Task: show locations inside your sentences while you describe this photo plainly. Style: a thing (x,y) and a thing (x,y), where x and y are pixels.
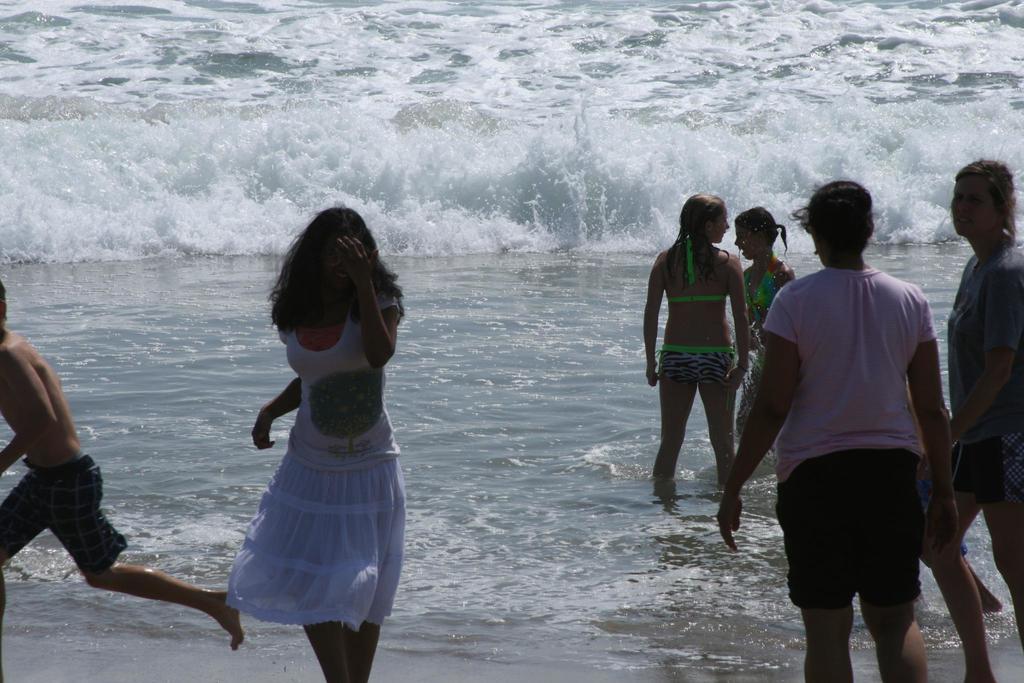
In this image we can see many people (666,456). Also there is water (424,242) and waves (255,183).
